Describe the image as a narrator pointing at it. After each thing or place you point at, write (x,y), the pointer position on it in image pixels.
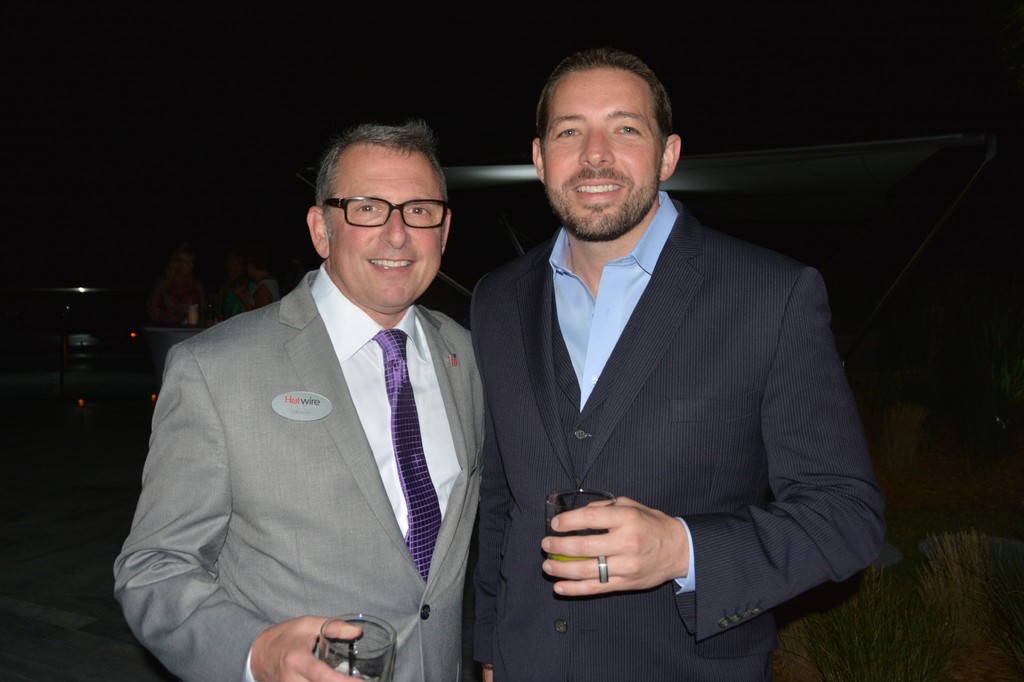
In this image we can see two men (490,310) are standing and holding glasses (356,644) in their hands (303,662). In the background (892,377) the image is dark but we can see few persons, objects (171,337), lights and grass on the right side (936,674).
